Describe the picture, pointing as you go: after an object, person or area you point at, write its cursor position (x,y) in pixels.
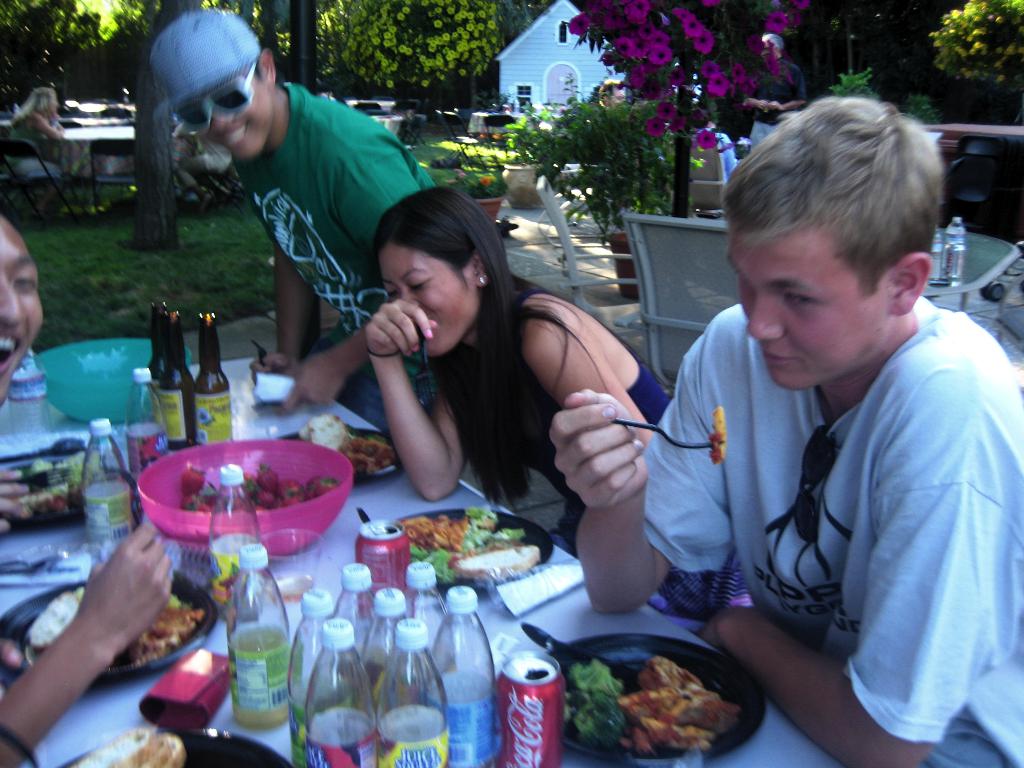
In front of the picture, we see two men (825,573) and a woman (538,423) are sitting on the chair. Beside them, the man (352,170) in green T-shirt (350,207) is standing. In front of them, we see a table (388,495) on which plates (456,509) containing food (422,543), water bottles (419,651), coke cans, glass bottles (199,391), a bowl (296,518) containing fruits (272,469), a green bowl (105,401) and wallet (185,715) are placed. Behind them, we see chairs (574,249) and tables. We even see people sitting on the chairs (62,190). There are trees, plants (450,175), flower pots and a building (579,54) in the background (520,67). This building (510,86) is in white color.
